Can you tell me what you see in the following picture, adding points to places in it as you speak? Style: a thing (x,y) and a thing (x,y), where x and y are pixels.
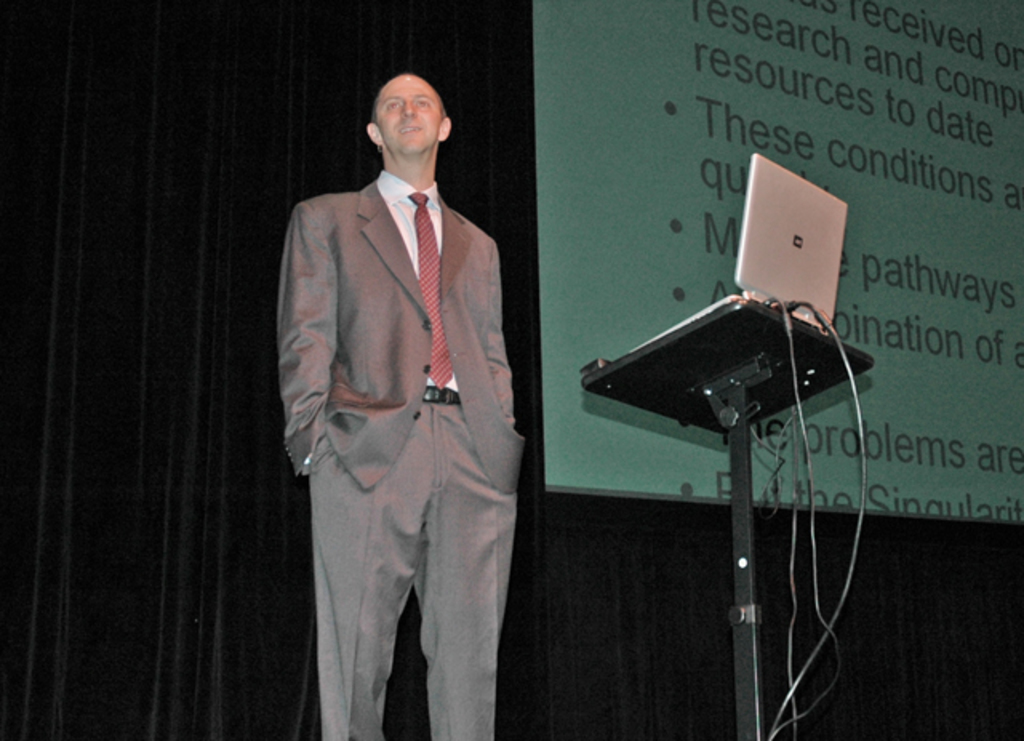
In the image there is a man (461,424) standing in front of a table (700,369) and on the table (746,313) there is a laptop (770,282), behind the man (330,312) there is some presentation (727,254) being displayed.
